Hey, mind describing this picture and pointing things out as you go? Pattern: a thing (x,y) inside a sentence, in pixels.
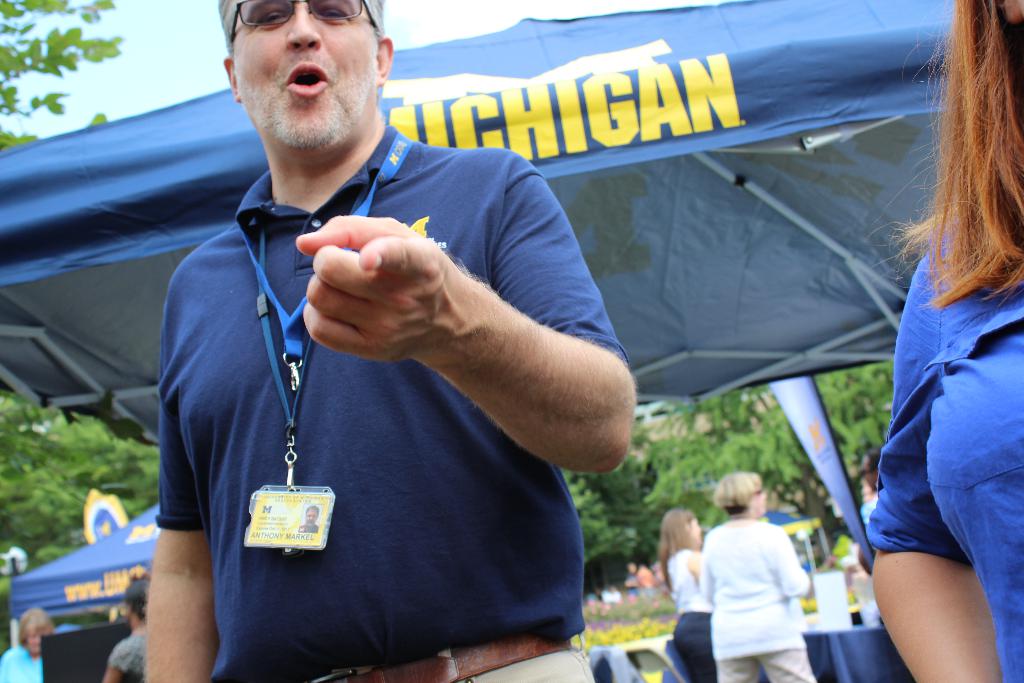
On the left side (281,211), there is a person (278,314) in navy blue color t-shirt (205,334), showing a finger (400,248) of his hand (352,300), wearing a badge (301,527), standing and speaking. On the right side (920,413), there is a woman (955,86) in a blue color t-shirt (896,384). In the background (803,511), there are persons (856,583), there are tents (125,197) arranged, there is a table (818,634), on which there are some objects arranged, there are trees (90,460) and there are clouds (135,66) in the sky (200,48).
